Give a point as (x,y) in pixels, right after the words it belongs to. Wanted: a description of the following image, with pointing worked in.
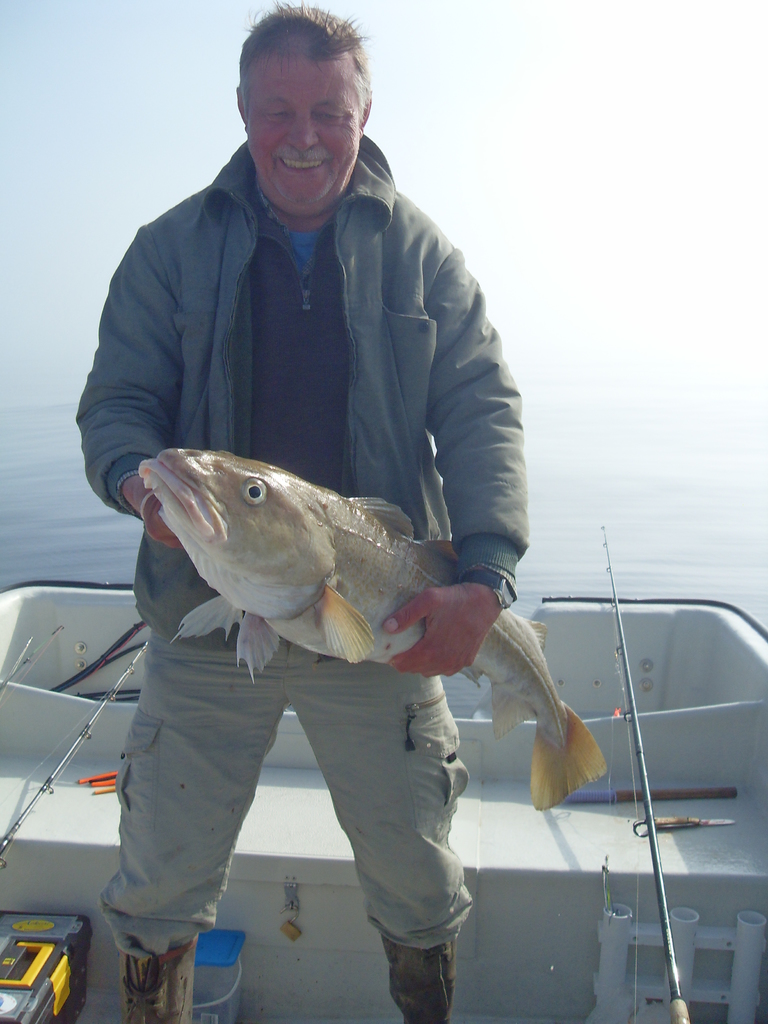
In this picture I can see a man (168,304) in front (97,385) and I see that he is holding a fish (536,639). I can also see that he is smiling and I see that he is on a boat (53,599) and I see few fishing rods (639,737) and other things (80,922) on the boat (594,874). In the background (520,28) I can see the water (662,431) and the clear sky (521,75).
